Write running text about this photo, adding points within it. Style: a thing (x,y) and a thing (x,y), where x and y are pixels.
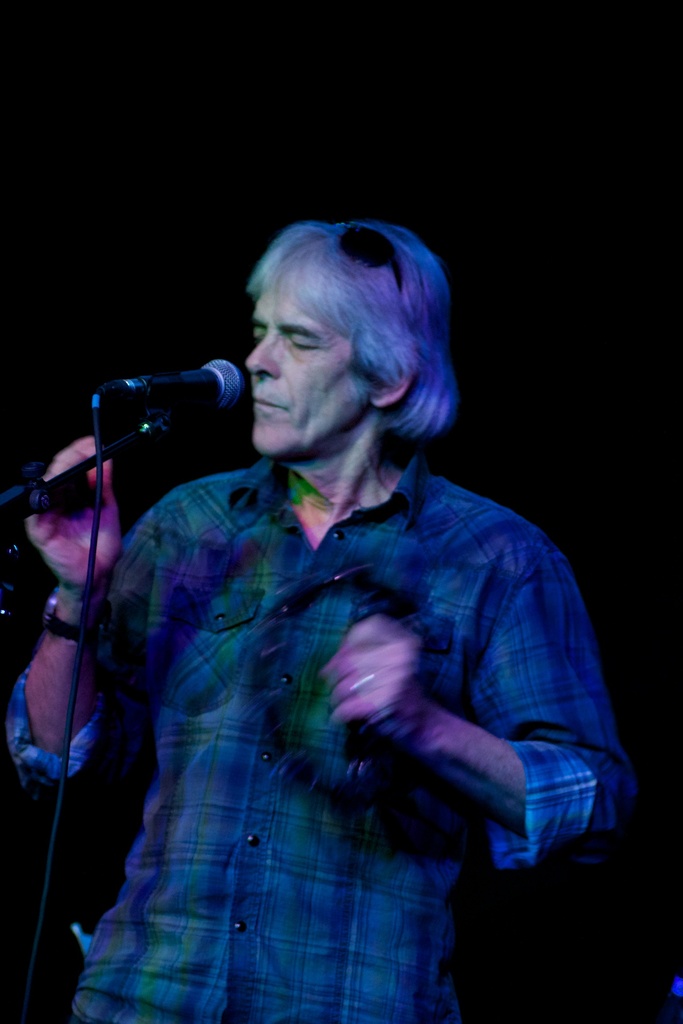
In this image in the center (297,454) there is one person (302,668) who is standing, and in front of him there is one mike (153,381).
